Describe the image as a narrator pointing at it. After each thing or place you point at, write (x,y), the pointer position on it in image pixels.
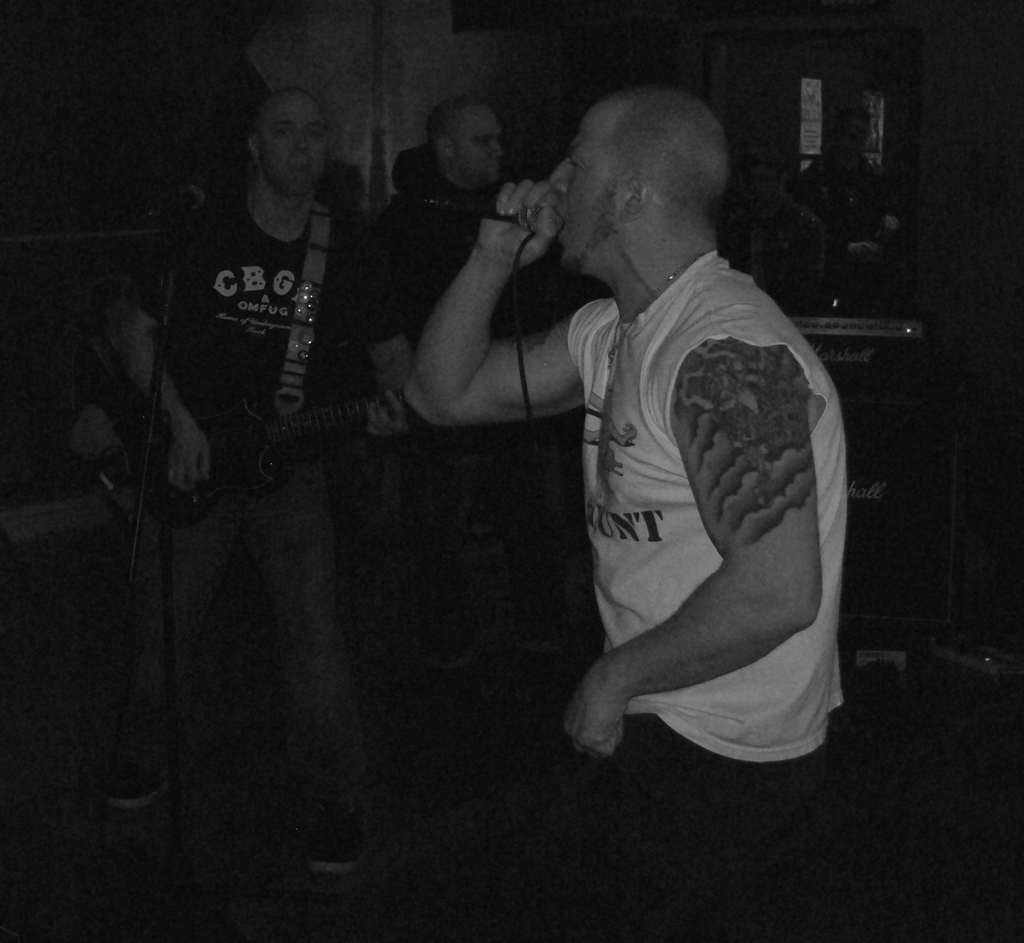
This is a black and white image. In the center of the image (633,414) we can see a man (684,525) is standing and holding a mic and singing. On the left side of the image (298,394) we can see a man (328,377) is standing and holding a guitar (332,419) and also we can see a mic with stand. In the background of the image (880,361) we can see the musical instruments (930,403), some people (864,237) and wall (390,128). At the bottom of the image (355,907) we can see the floor (871,888).
